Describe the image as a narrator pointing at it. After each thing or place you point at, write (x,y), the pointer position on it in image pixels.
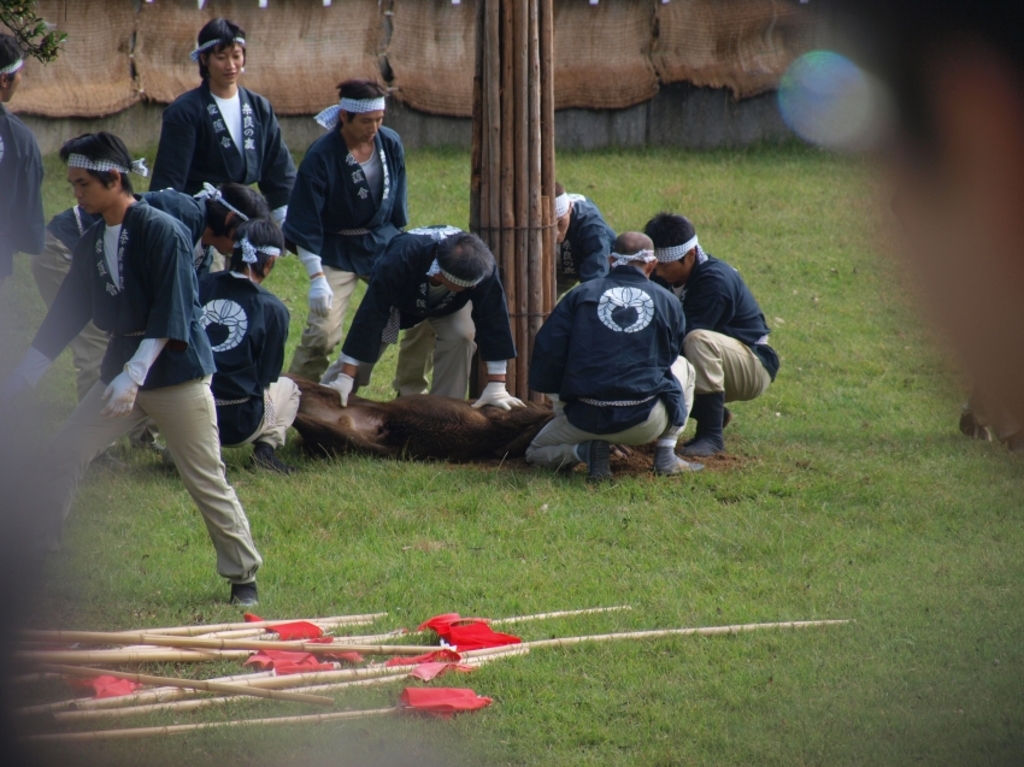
In the image there is a land (454,535) covered with grass (761,536) and on that there are some wooden sticks (242,685), behind the sticks (137,638) there are a group of people (259,170) and few of them are doing some work.
